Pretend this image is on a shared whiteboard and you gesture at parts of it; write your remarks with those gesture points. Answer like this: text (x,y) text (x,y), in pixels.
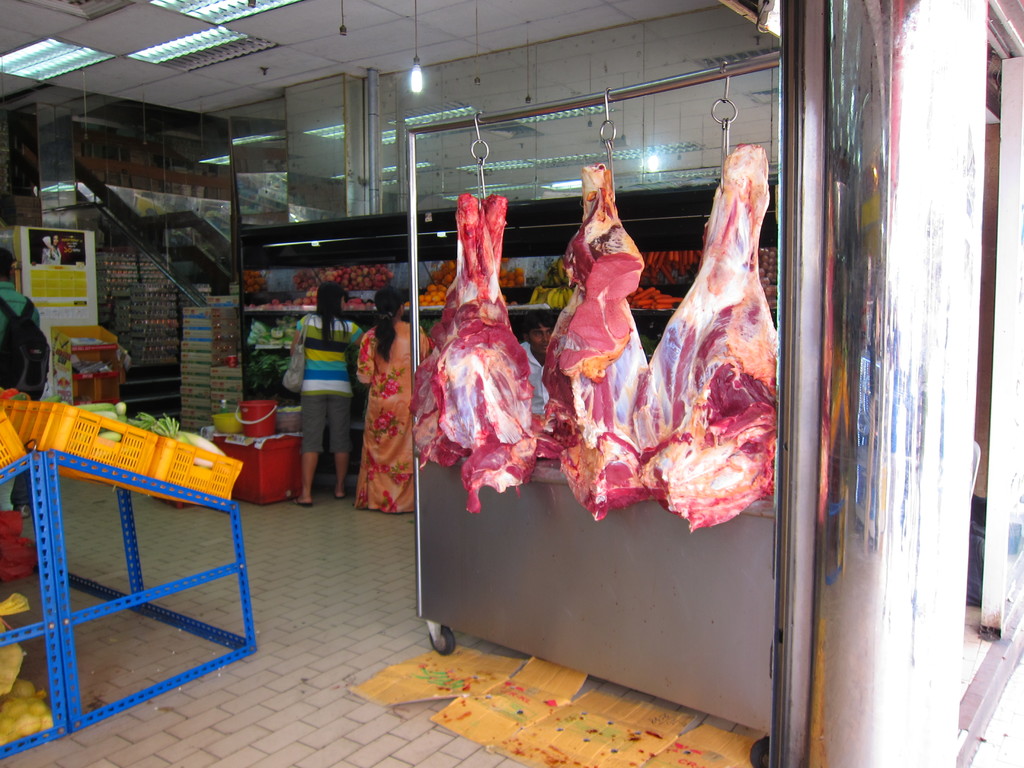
In this image we can see the inner view of a store (888,320) and we can see the food items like meat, some vegetables (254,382) in the baskets (29,411) and some fruits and other things (235,336). There are few people (342,369) and we can see some objects (228,640) on the floor (386,741) and at the top (11,64) we can see some lights (11,64) attached to the ceiling (133,5).
